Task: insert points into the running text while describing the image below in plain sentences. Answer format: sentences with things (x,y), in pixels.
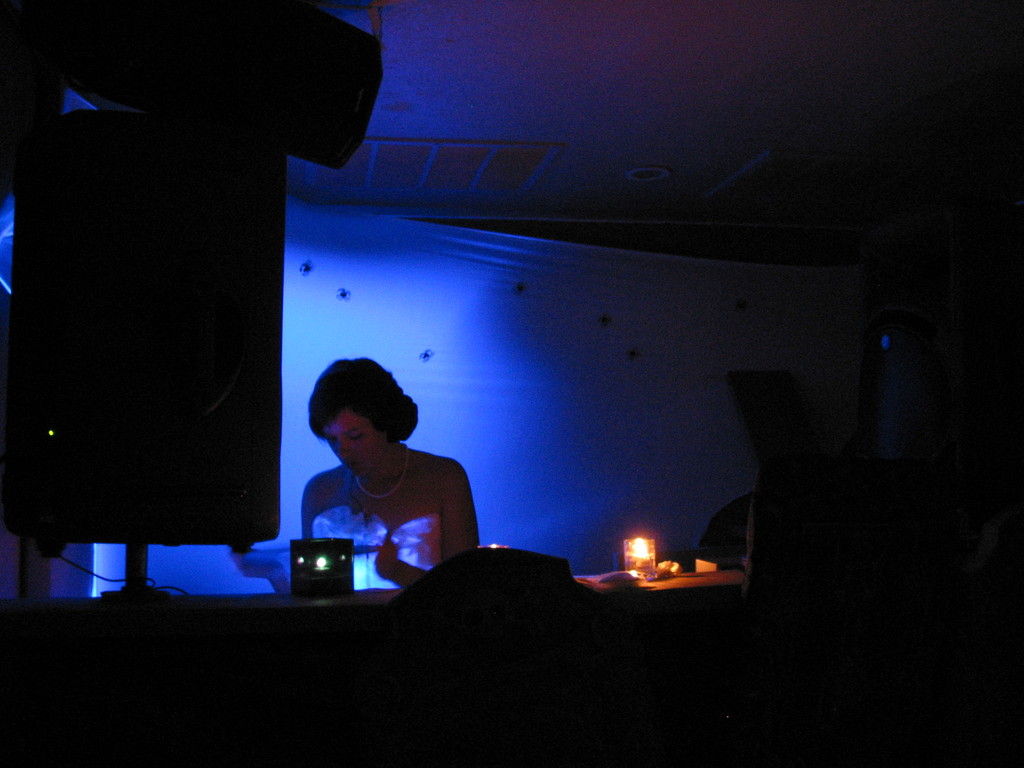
In the foreground of this picture (376,544), there is a woman (368,507) standing in front of a table like structure (316,615) on which candle like an object (323,573) is placed on it. On the left (174,306), there is speaker box (159,223). In the front (588,614), there are chairs like objects (749,573). In the background (466,286), there is a curtain (409,282) and a blue light (427,294). On the top (578,95), there is a ceiling (588,99).
